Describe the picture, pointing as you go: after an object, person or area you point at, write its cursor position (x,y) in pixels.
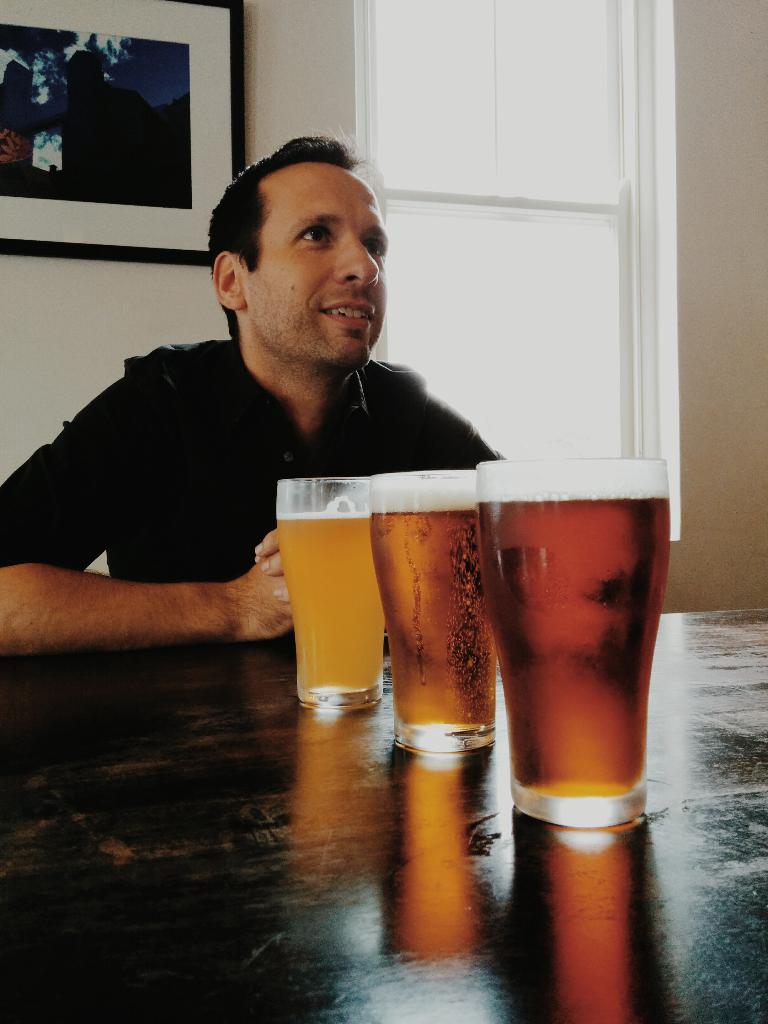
In this image, we can see a person (127,587) sitting. We can see some glasses (332,664) with liquid (639,767) on the surface (332,745). In the background (752,275), we can see the wall (682,139) with a photo frame (140,40) and a window (580,27).
